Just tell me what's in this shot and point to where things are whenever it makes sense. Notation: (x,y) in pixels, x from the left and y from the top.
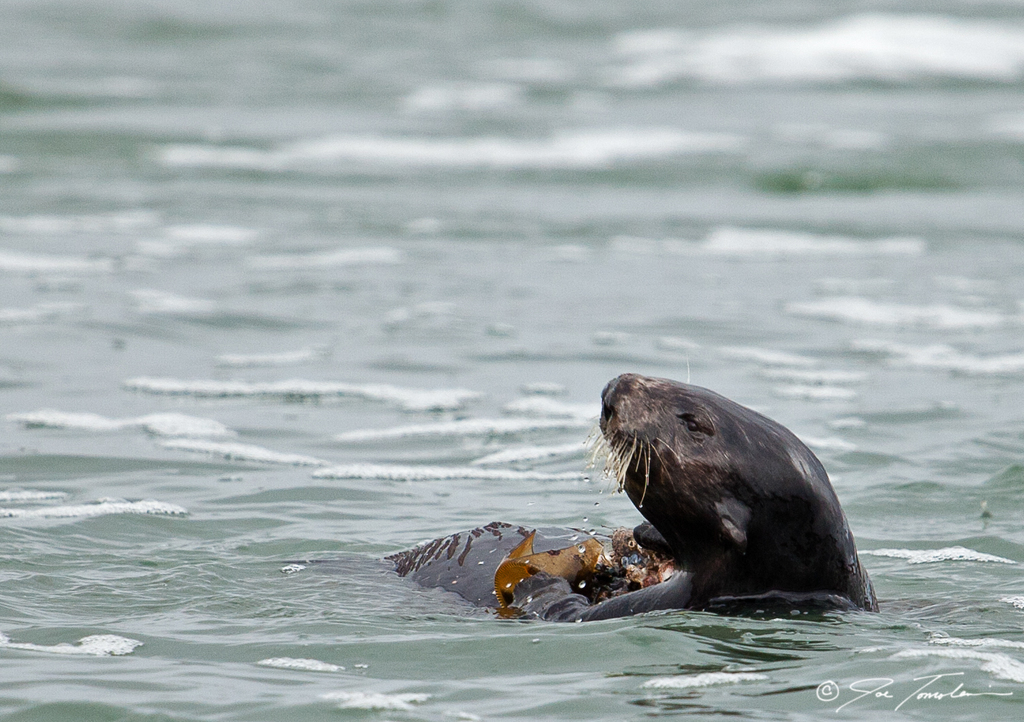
In this image I can see an animal (666,596) in the water (595,525). Here I can see a watermark (889,687) on the image.
